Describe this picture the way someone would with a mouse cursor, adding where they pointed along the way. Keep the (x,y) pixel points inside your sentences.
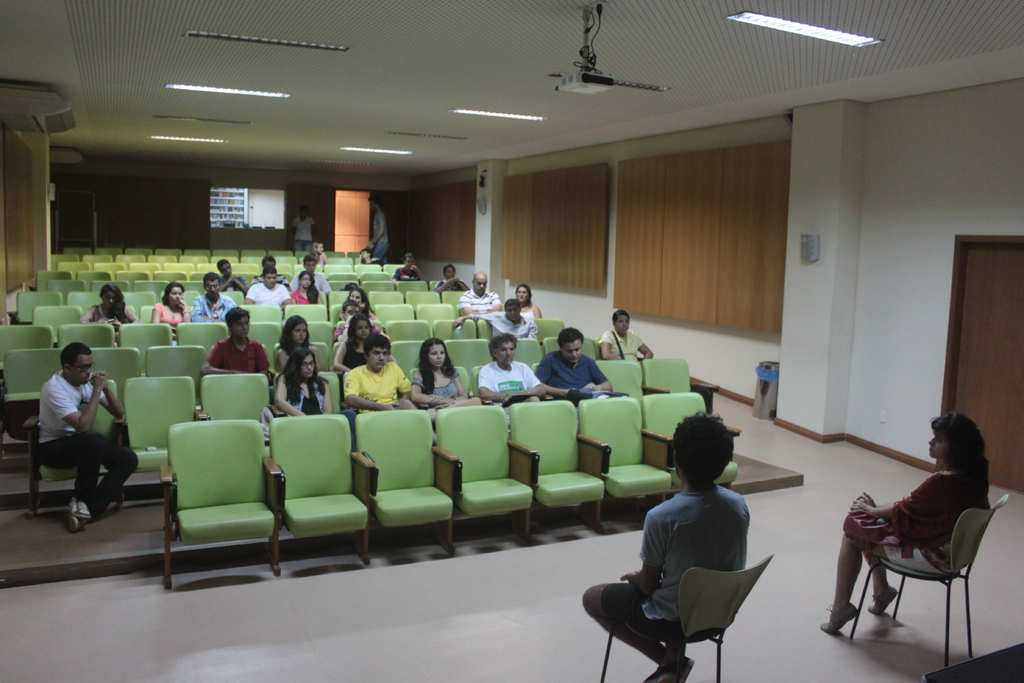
This picture of inside the hall (778,534). In the foreground (727,491) there is a woman (936,496) and a man (714,528) sitting on the chairs (723,605). In the center (587,438) there are many number of chairs (568,417) and there are group of people (568,365) sitting on the chairs (430,324). On the top (410,30) there is a roof (489,31), projector (593,75) and ceiling lights (809,29). In the background (342,199) we can see a door (357,209) and persons (311,219) seems to be standing and a wall (277,234) and a shelf (236,204).
